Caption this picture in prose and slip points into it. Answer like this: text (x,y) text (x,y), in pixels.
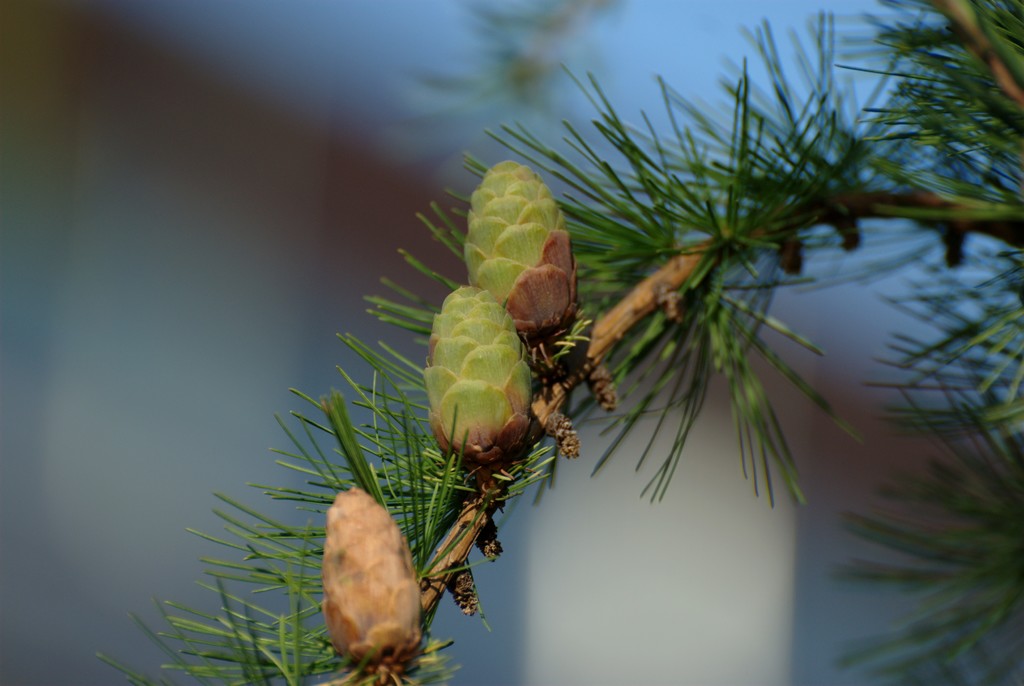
Here I can see larch cones (485,376) to a stem (641,315) along with the leaves (628,249). The background is blurred.
